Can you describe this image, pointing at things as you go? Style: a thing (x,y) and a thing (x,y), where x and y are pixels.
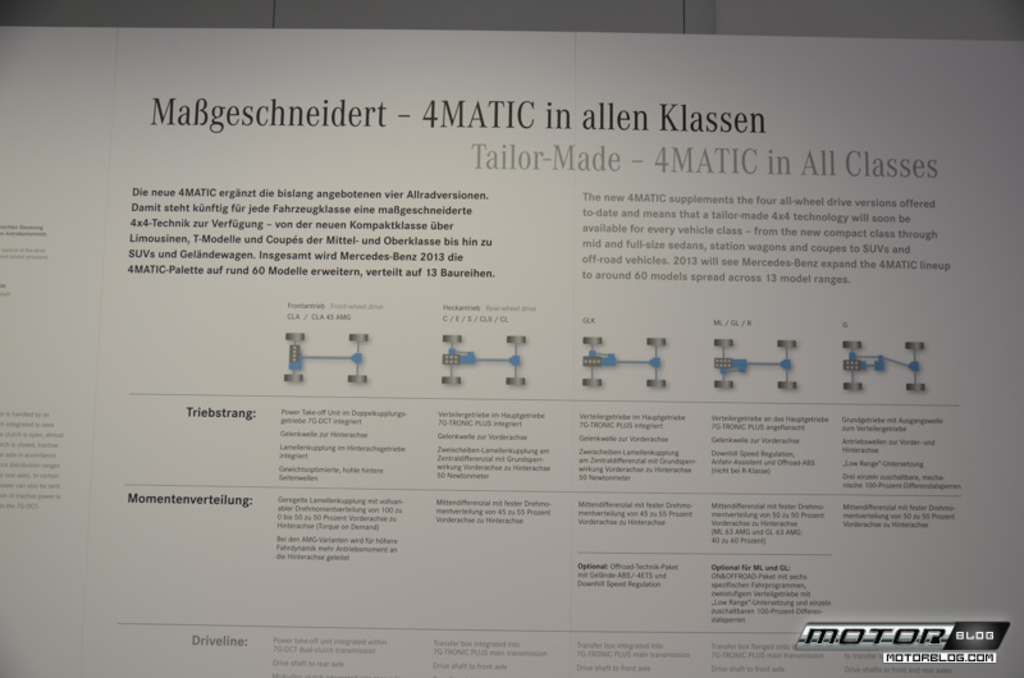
In this image we can see a white descriptive board (594,356). There is a text (841,642) at the bottom of the image (867,641).
